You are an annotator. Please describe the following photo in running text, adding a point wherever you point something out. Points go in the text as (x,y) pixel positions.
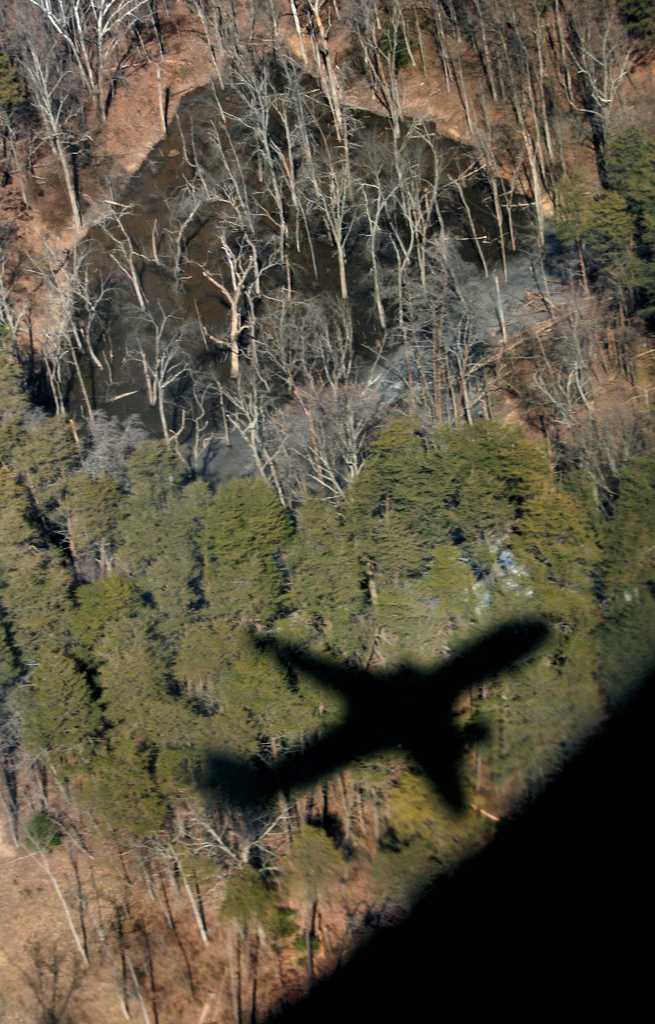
In this picture we observe many trees (472,505) are in the forest (409,343) and we observe an aircraft shadow (307,673) being displayed on the trees (424,745).
